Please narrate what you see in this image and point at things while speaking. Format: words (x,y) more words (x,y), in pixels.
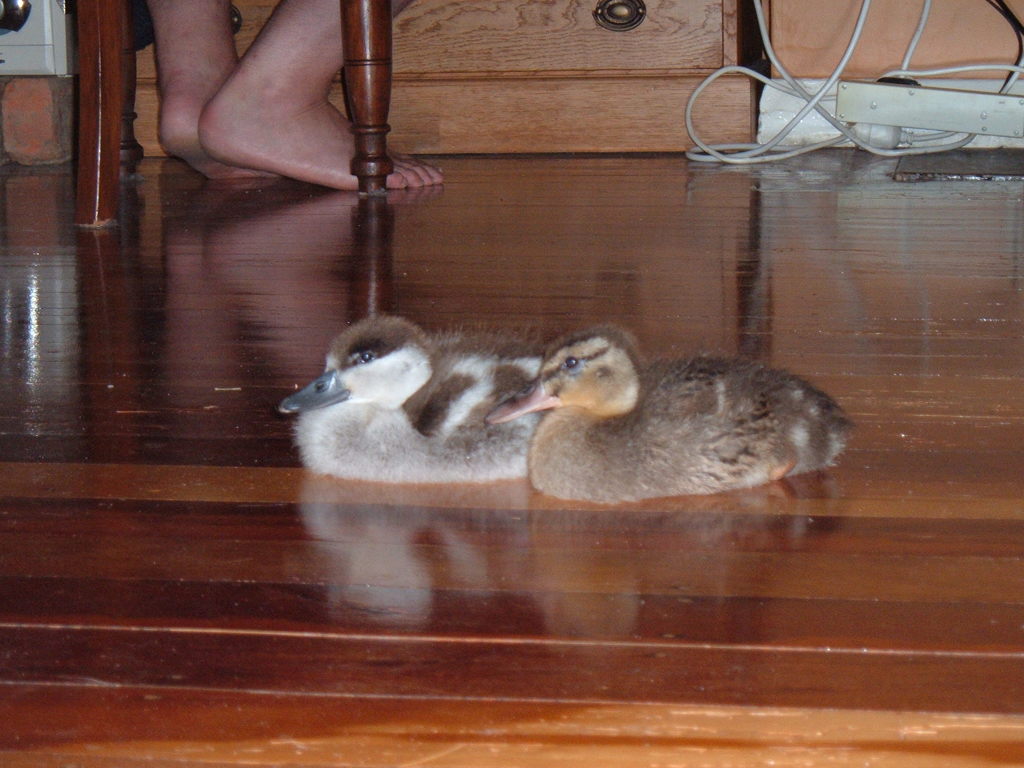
In the image there are two ducklings (509,404) sitting on a wooden floor (396,231), behind them the legs (131,111) of wooden furniture (364,149) are visible and in the right side (812,100) there is a wire (795,89) in front of a cupboard (653,44).
